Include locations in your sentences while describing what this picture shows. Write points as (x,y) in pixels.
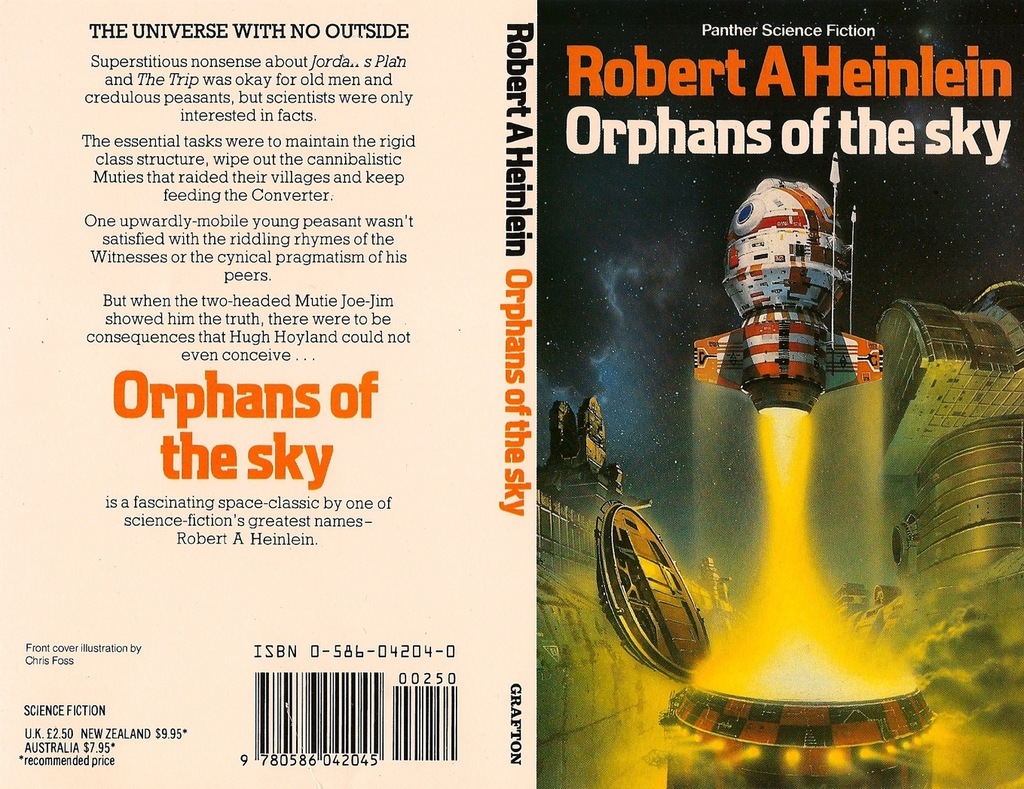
In this image we can see a poster (539,279) with text (251,31) on left side (268,289), text (766,77) and image (739,371) on the right side (816,448).
